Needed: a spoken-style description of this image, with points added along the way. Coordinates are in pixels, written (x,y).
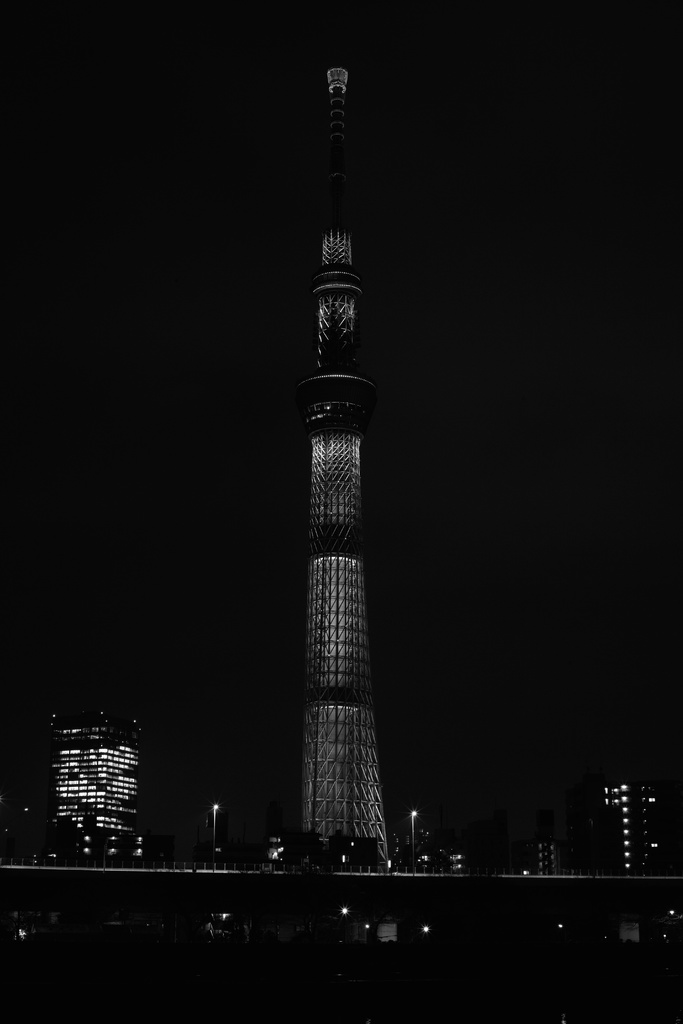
This is a black and white picture. There is a tall building (312,664). In the background (86,754) there are other buildings (568,833).
